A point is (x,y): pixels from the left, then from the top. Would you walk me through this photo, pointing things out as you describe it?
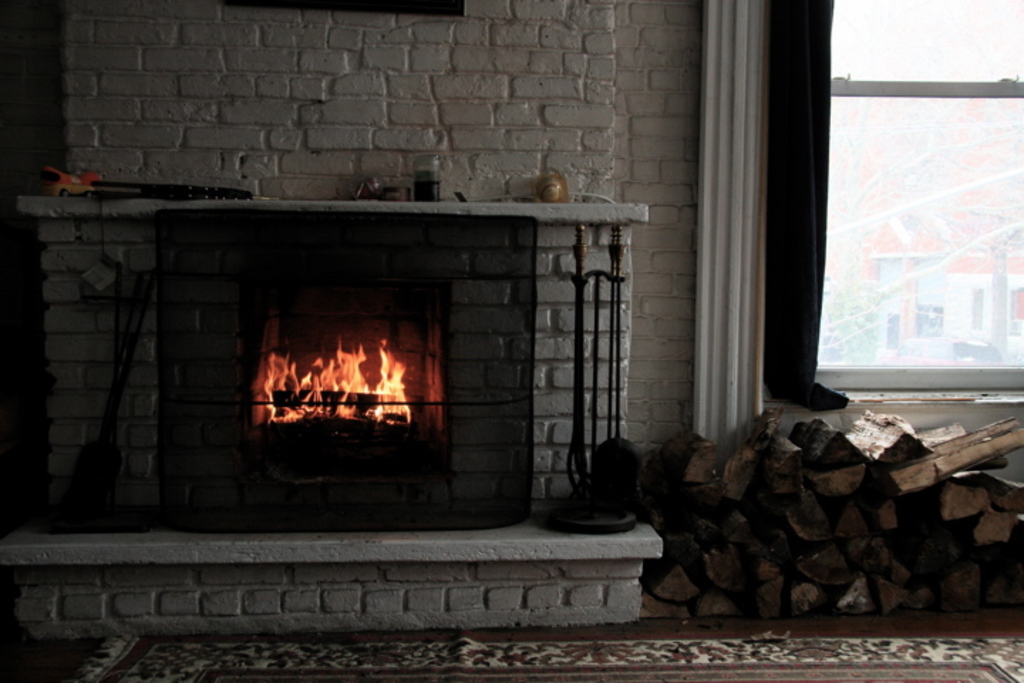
In this picture we can see a mat (634,677) on the floor (24,646), fire (333,370) in a fireplace (313,484), wooden logs (782,485) and objects (159,184). We can see wall (503,196), curtain (815,262) and glass window (984,379), through glass window (993,386) we can see a car (934,347) and house (954,218).
